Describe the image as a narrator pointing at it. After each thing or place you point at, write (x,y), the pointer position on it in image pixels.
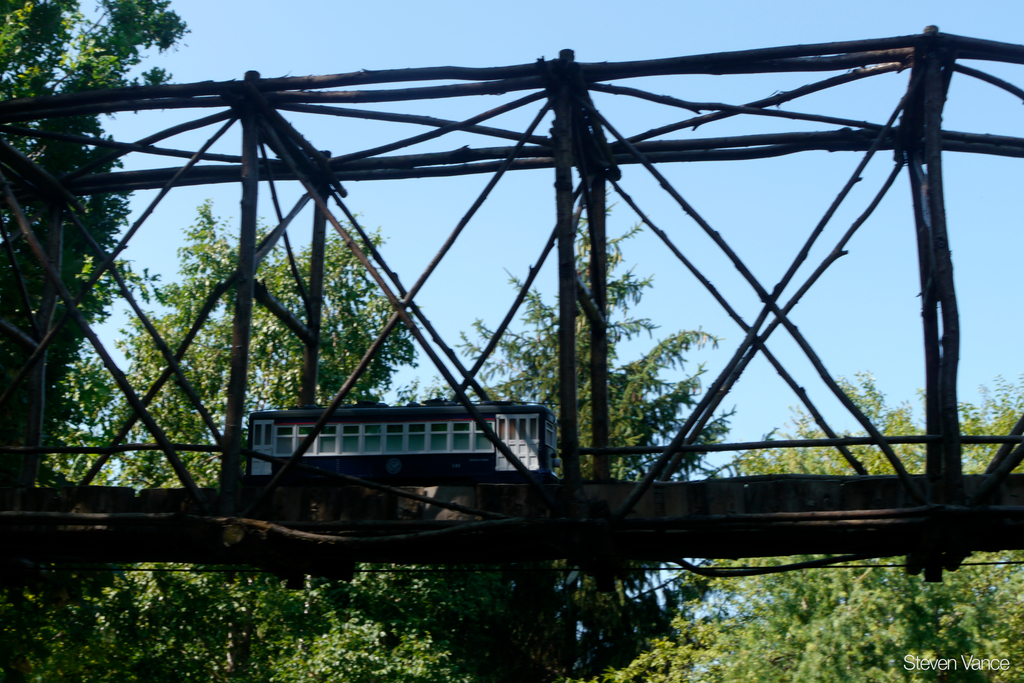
In this image I can see a bridge (115,523), at back I can see trolley car (368,448), and trees (351,334) in green color and sky (359,204) in blue color.
